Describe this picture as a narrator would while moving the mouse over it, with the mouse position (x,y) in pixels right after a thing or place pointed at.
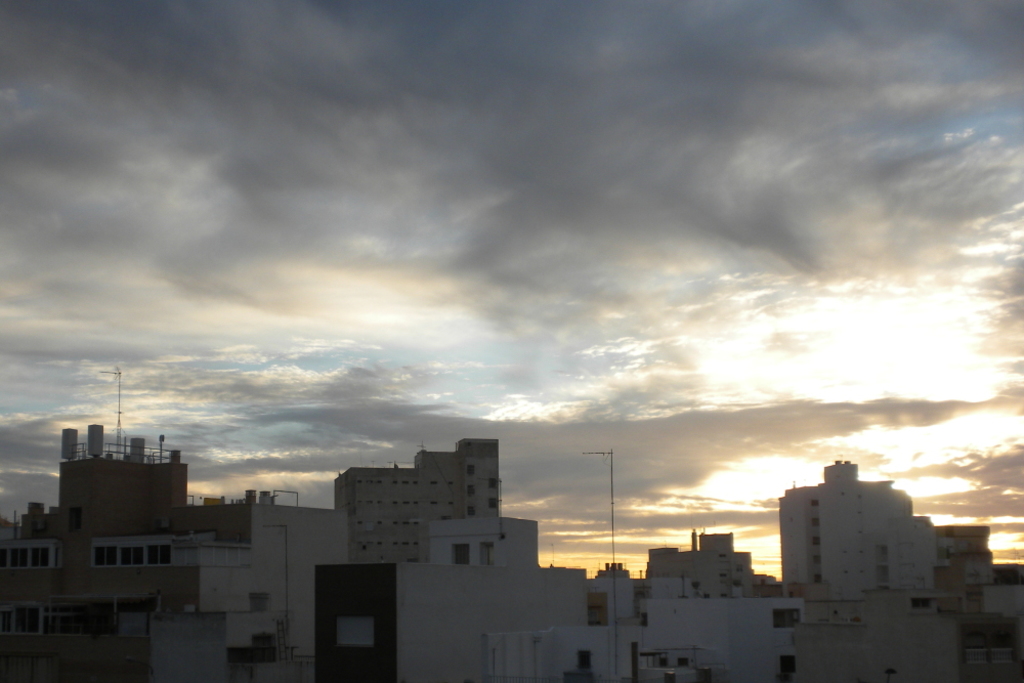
In this image, there are a few buildings (396,483). We can see some poles (599,454) and the sky (426,401) with clouds (564,121).
